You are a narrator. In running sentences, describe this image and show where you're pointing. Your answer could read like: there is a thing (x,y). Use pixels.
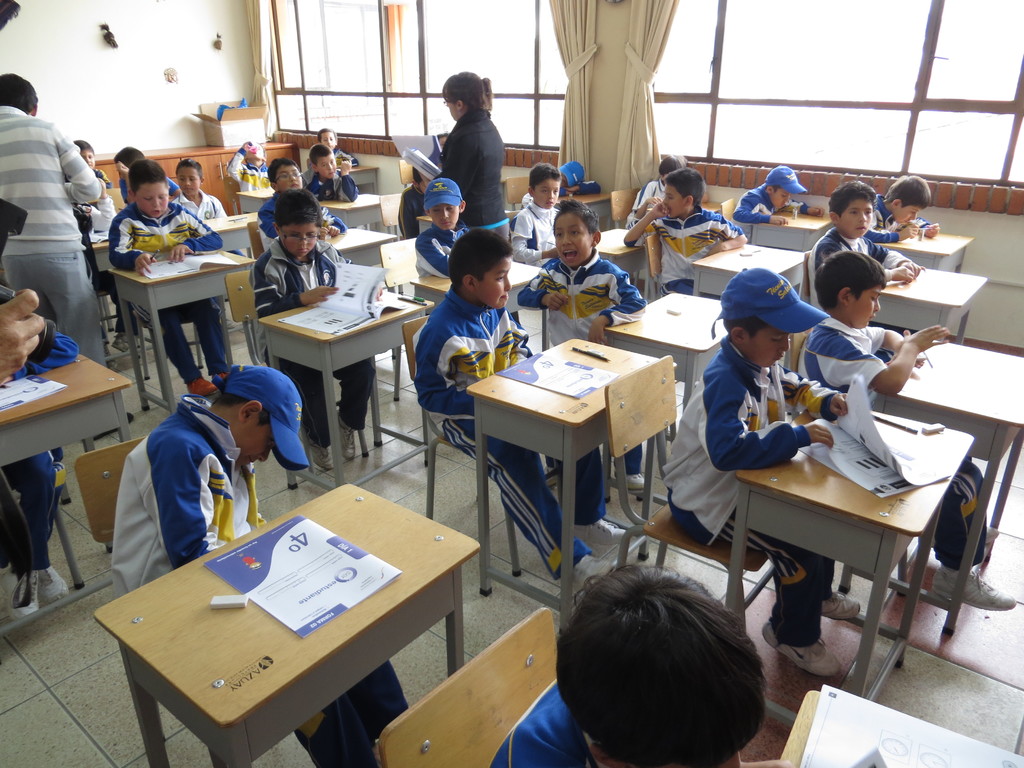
In this picture they are small children (481,277) sitting on the benches (810,521), they have book (361,567) in front of them and there is also a pencil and rubber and there is a woman (470,163) and a man (79,174) standing over here and in the backdrop (676,52) this the wall (192,71) is a window (551,68) this is a curtain (626,69).
